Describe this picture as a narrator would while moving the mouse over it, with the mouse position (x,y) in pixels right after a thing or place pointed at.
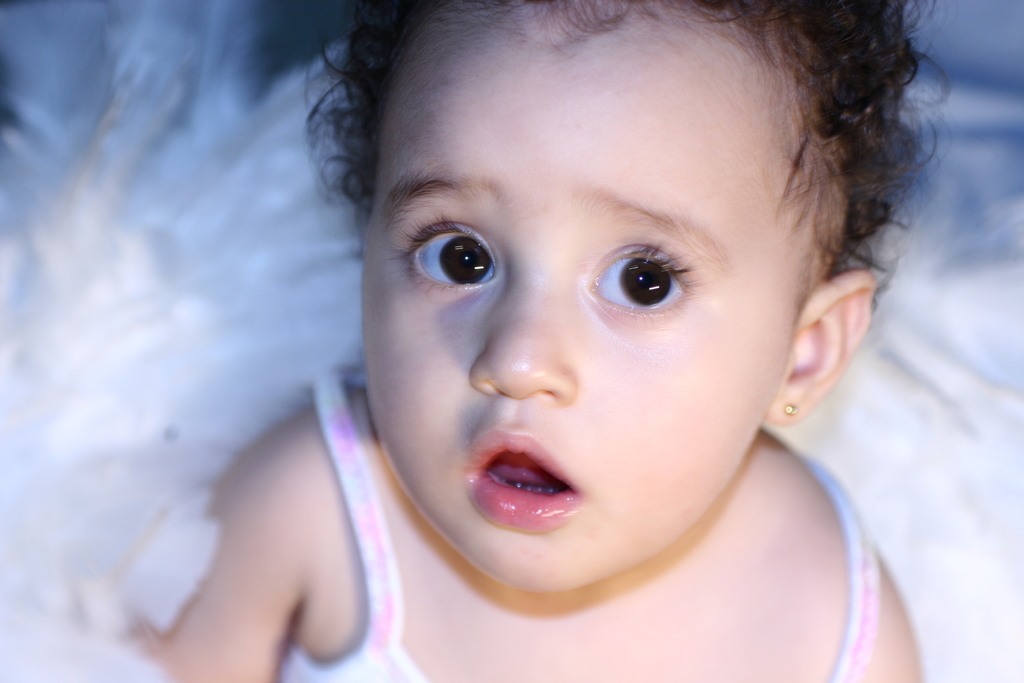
In this image I can see a baby (637,397) and the background (76,292) is in white color.
